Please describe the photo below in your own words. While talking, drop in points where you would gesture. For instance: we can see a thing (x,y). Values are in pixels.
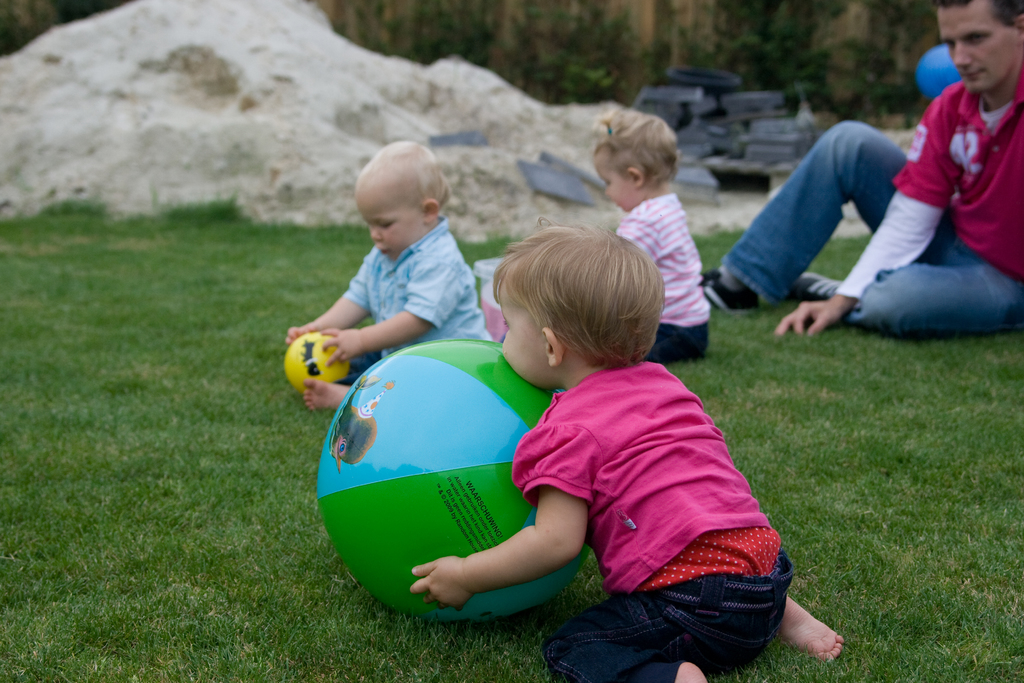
In this picture there are some babies (503,549) playing with the ball (352,494) and in back ground (961,65) there is a person (1002,168) sitting in the garden (980,373) and some plants (931,44).
